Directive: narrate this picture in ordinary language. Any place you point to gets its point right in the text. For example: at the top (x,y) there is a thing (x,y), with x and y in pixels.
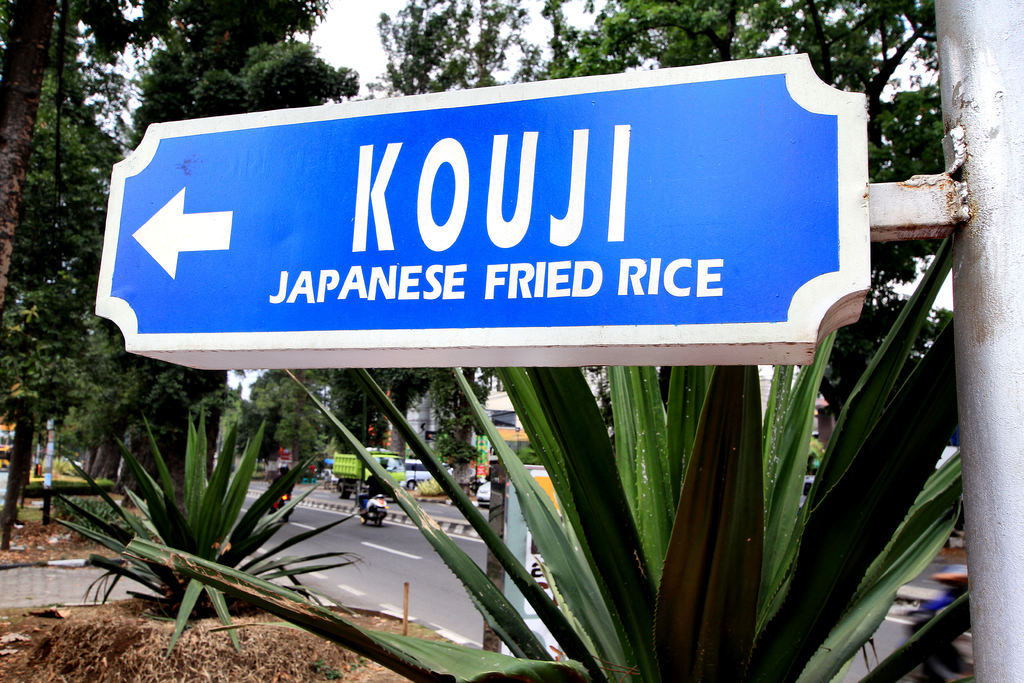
On the right side of the image (987,140) there is a pole (1002,641), on the pole (968,387) there is a sign board (428,362). Behind the pole (968,387) there are some trees (32,81) and poles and plants (908,433) and buildings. Behind the trees (182,444) there are some vehicles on the road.
